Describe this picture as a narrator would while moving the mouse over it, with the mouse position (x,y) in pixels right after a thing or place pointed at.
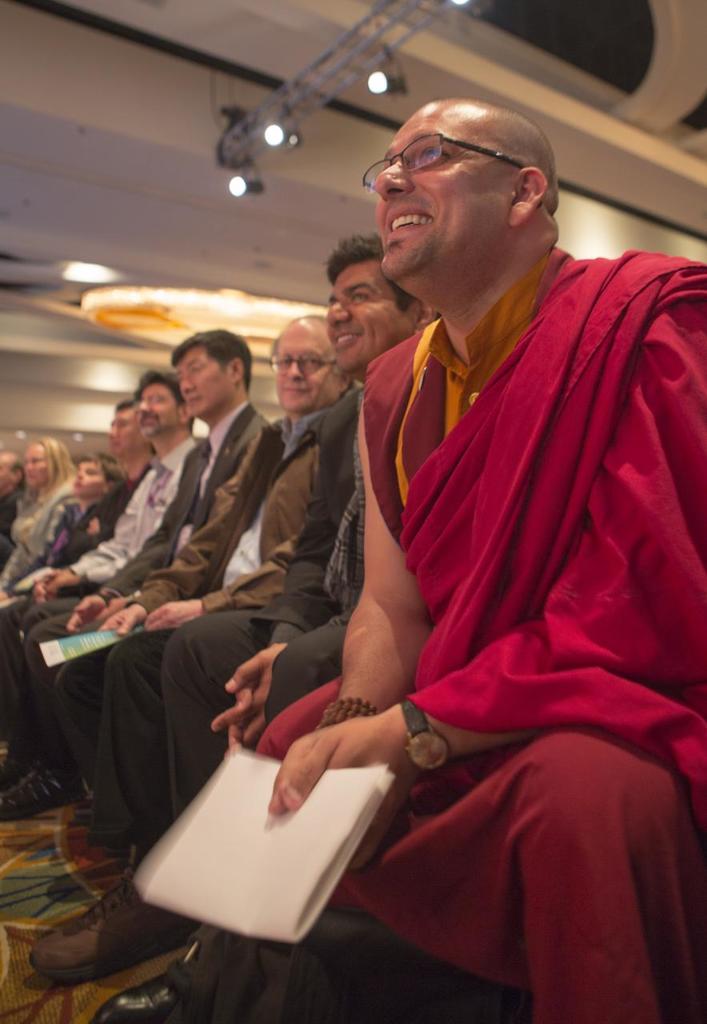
In this picture there are people (273,555) sitting, among them there is a man (377,749) smiling and holding papers (282,892) and wore spectacle (400,157) and we can see floor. At the top of the image (394,45) we can see lights (153,329) and rods (348,56).
